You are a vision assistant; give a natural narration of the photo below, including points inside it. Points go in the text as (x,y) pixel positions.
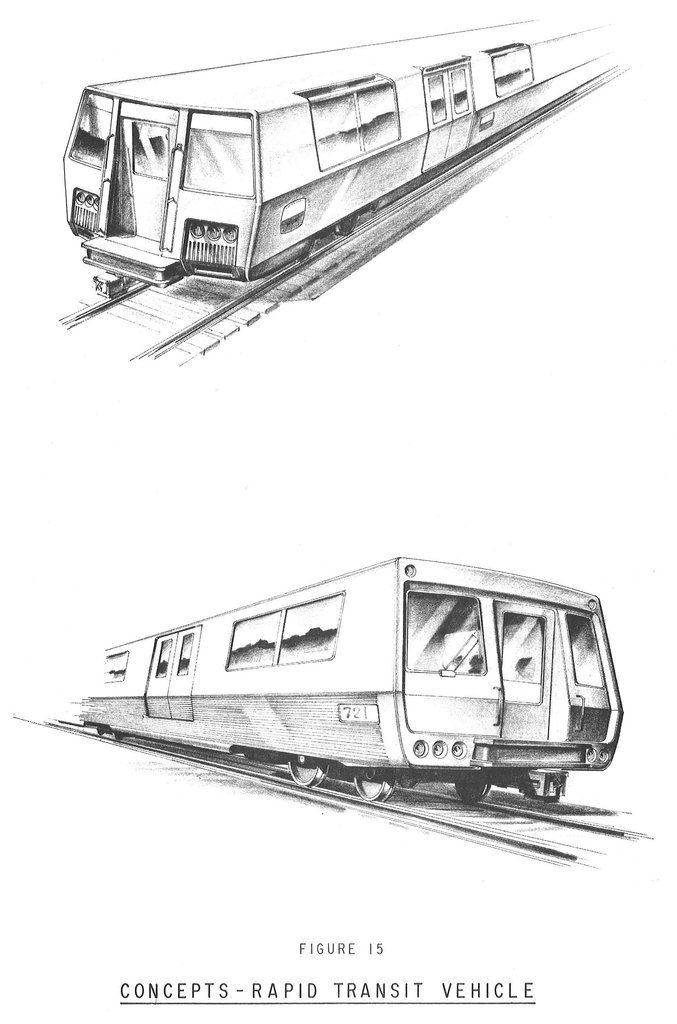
In this image, we can see depiction of trains (424,638) and some text (353,945) on the white background (390,856).
